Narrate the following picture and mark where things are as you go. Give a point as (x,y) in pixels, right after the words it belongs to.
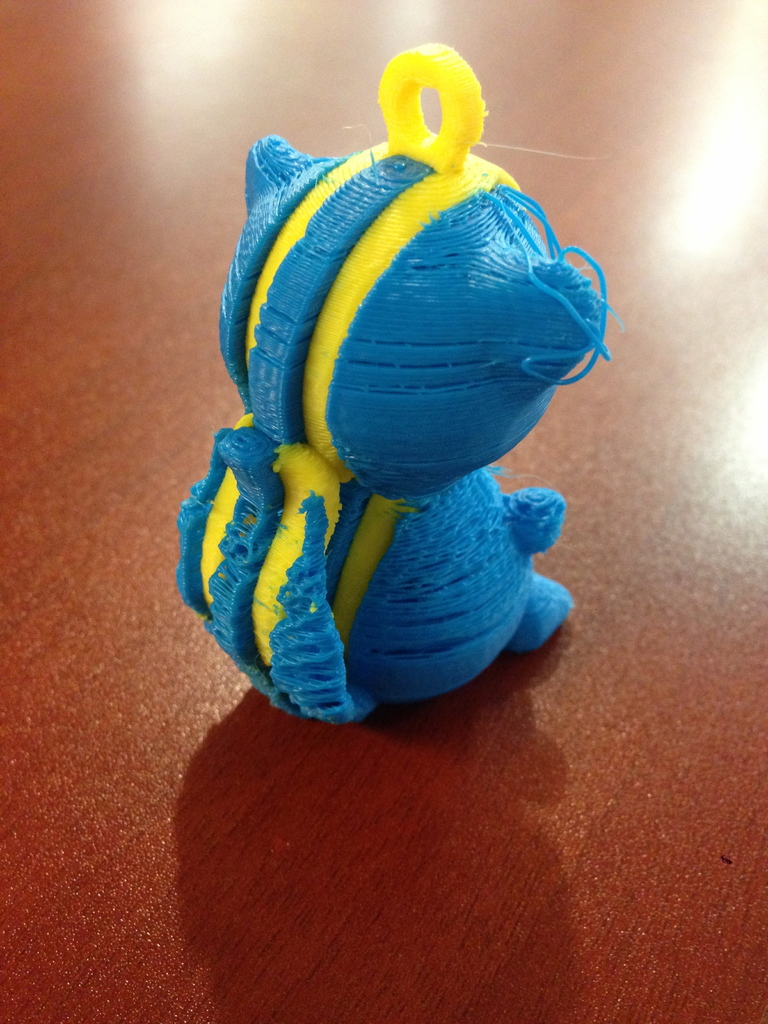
In the image we can see there is a toy (341,477) kept on the table (360,761).
